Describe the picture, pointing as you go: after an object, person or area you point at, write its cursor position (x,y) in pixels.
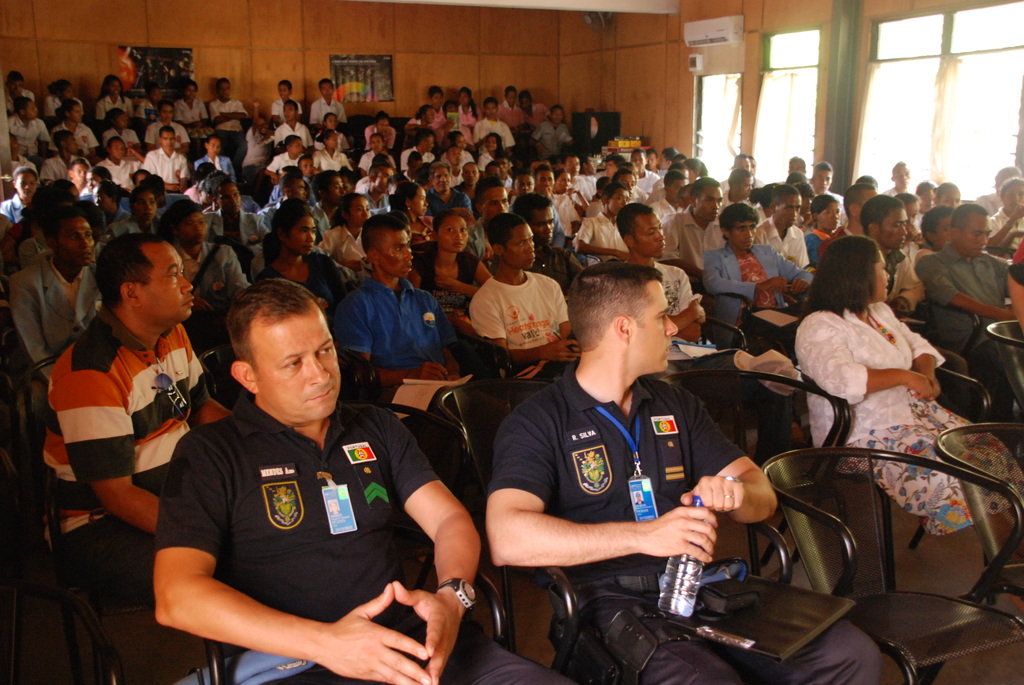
This picture is taken in a room (489,9). There are group of people (524,356) sitting on chairs (463,441). In the center (395,444), there are two men (527,440) wearing black t shirt (550,485). A man (548,457) towards the right (684,511), he is holding a bottle (700,572), on his lap (774,661) there is a file (735,586). Towards the left corner (137,522) there is a man (152,249) wearing a striped shirt (74,407), towards the right (888,313) there is a woman (844,300) wearing a white shirt (846,364) and colorful dress (930,439). Towards the top right (924,10) there is a window (950,24). In the background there are some charts (345,79) attached to it.
